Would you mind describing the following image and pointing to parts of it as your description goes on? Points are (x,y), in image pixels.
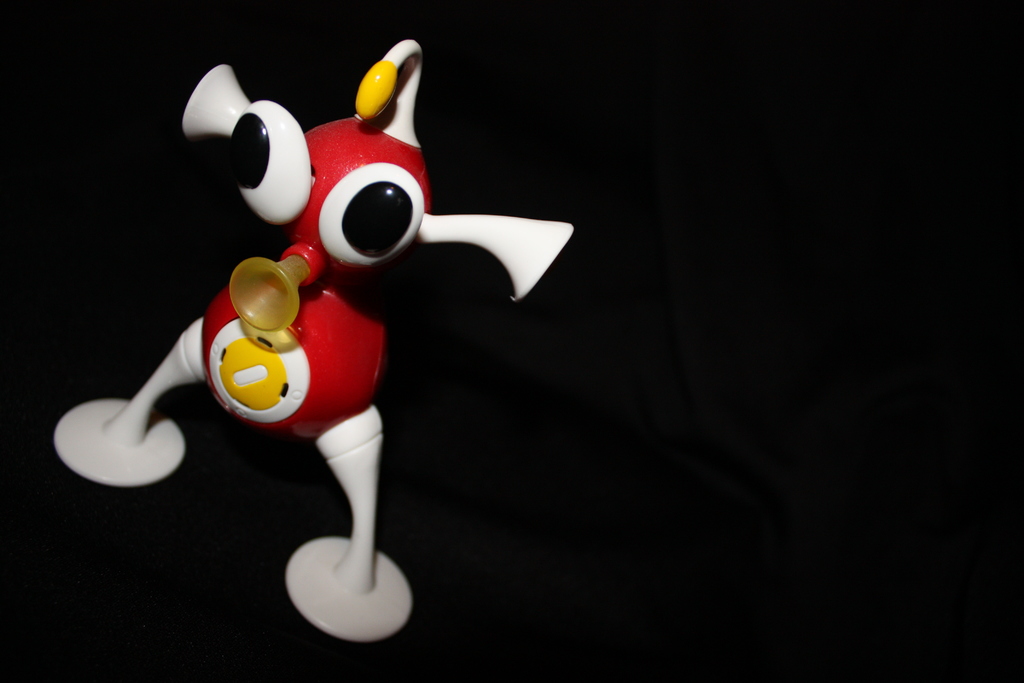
In this image I can see the toy (353,413) in red, white and yellow color. Background (267,11) is in black color.
